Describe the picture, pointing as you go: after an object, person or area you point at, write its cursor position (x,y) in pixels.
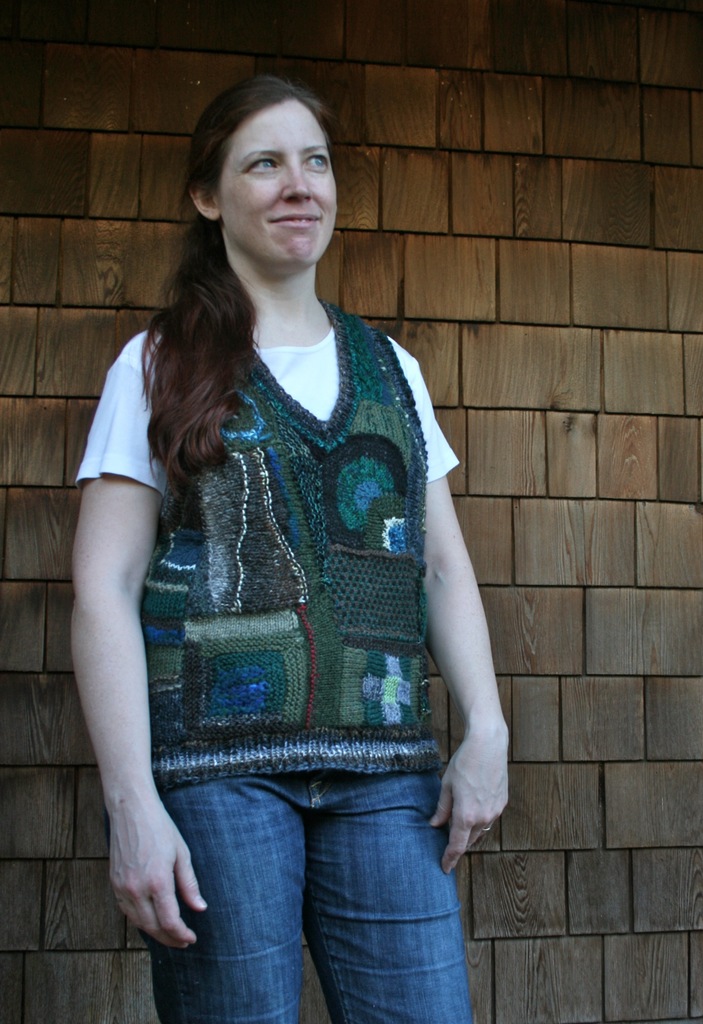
In this image, we can see a woman (333,699) is standing and smiling. Background (454,372) we can see a wooden brick wall (555,587).
